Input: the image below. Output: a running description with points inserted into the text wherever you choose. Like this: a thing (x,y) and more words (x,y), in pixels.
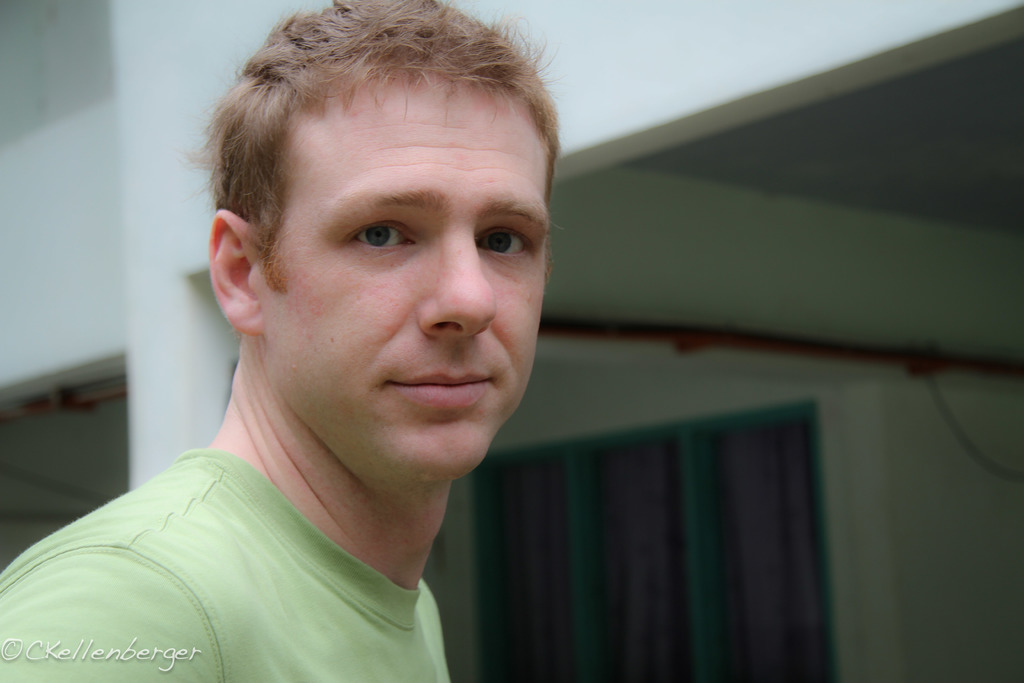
In this image we can see a man (415,340). In the background (134,253) the image is blur but we can see a building (584,317), window (642,450) and an object (577,334) on the wall (664,408).
